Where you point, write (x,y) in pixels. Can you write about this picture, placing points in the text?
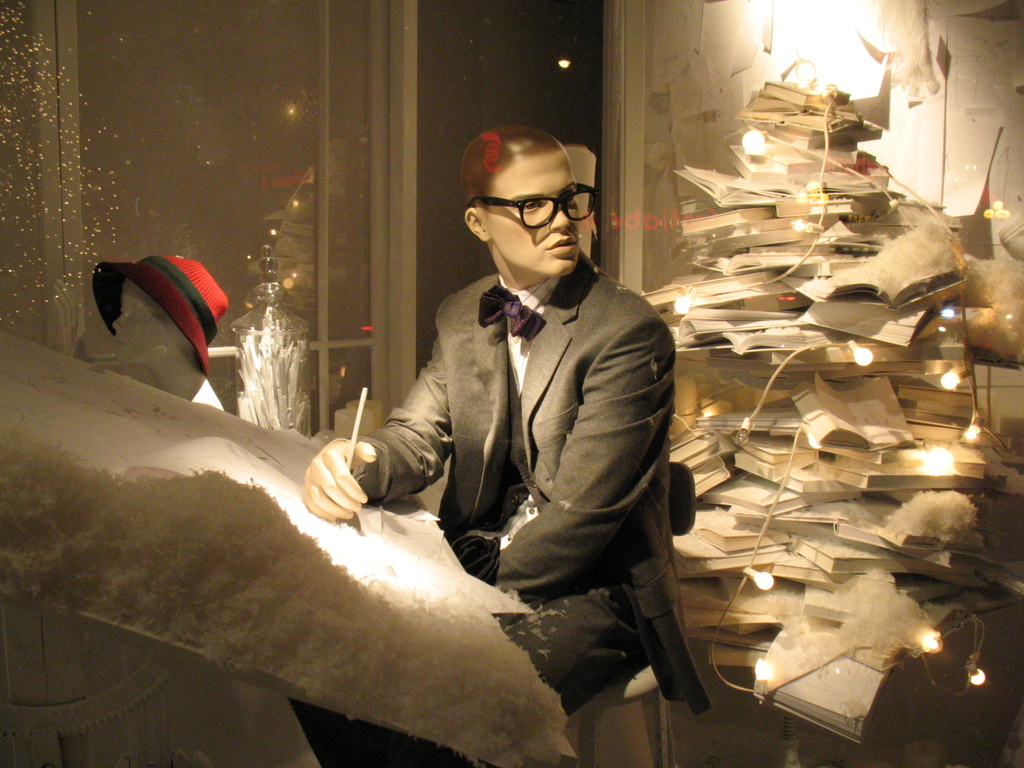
In the image there is a sculpture (417,442) of a man (453,346) drawing something on a board (15,430) and behind that sculpture (491,403) there is another mannequin (188,296) and in the background (748,263) there are a lot of books (806,121) and there are some lights (811,85) kept on those books (859,149), behind the books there are two windows (376,54).
